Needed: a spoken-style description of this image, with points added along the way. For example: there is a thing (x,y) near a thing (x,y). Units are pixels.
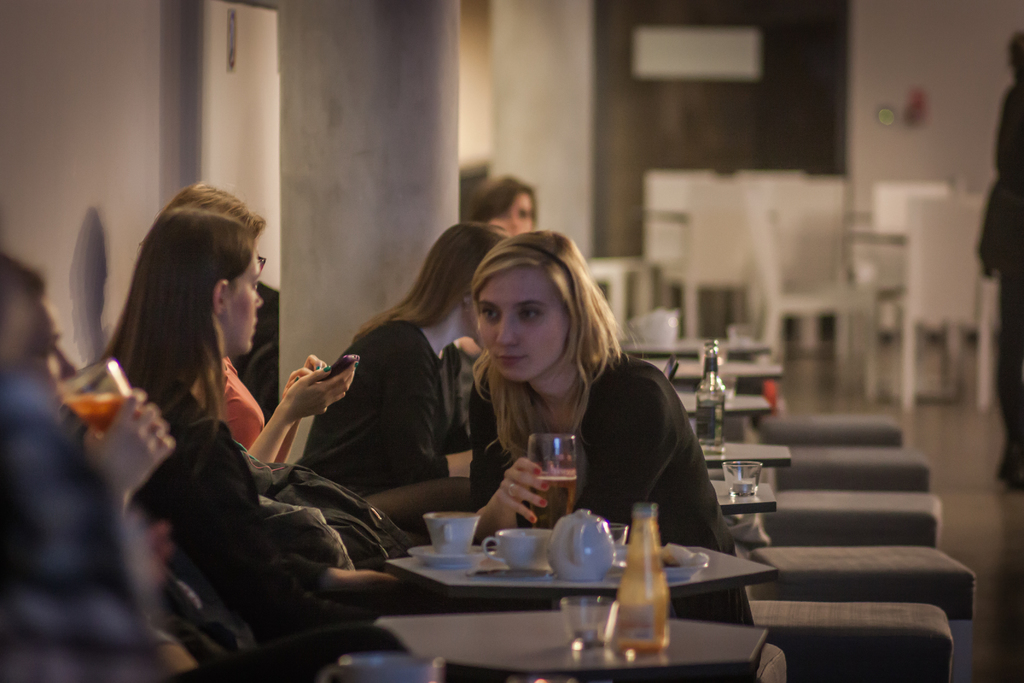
In this picture we can see some girls (471,382) sitting here, there are some tables (695,585) here, we can see a kettle (587,553), two cups (523,551) and saucers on this table (619,580), in the background (921,255) there are some chairs (758,232), we can see a wall (881,62) here, a girl (125,406) on the left side (86,396) is holding a glass (106,417).
